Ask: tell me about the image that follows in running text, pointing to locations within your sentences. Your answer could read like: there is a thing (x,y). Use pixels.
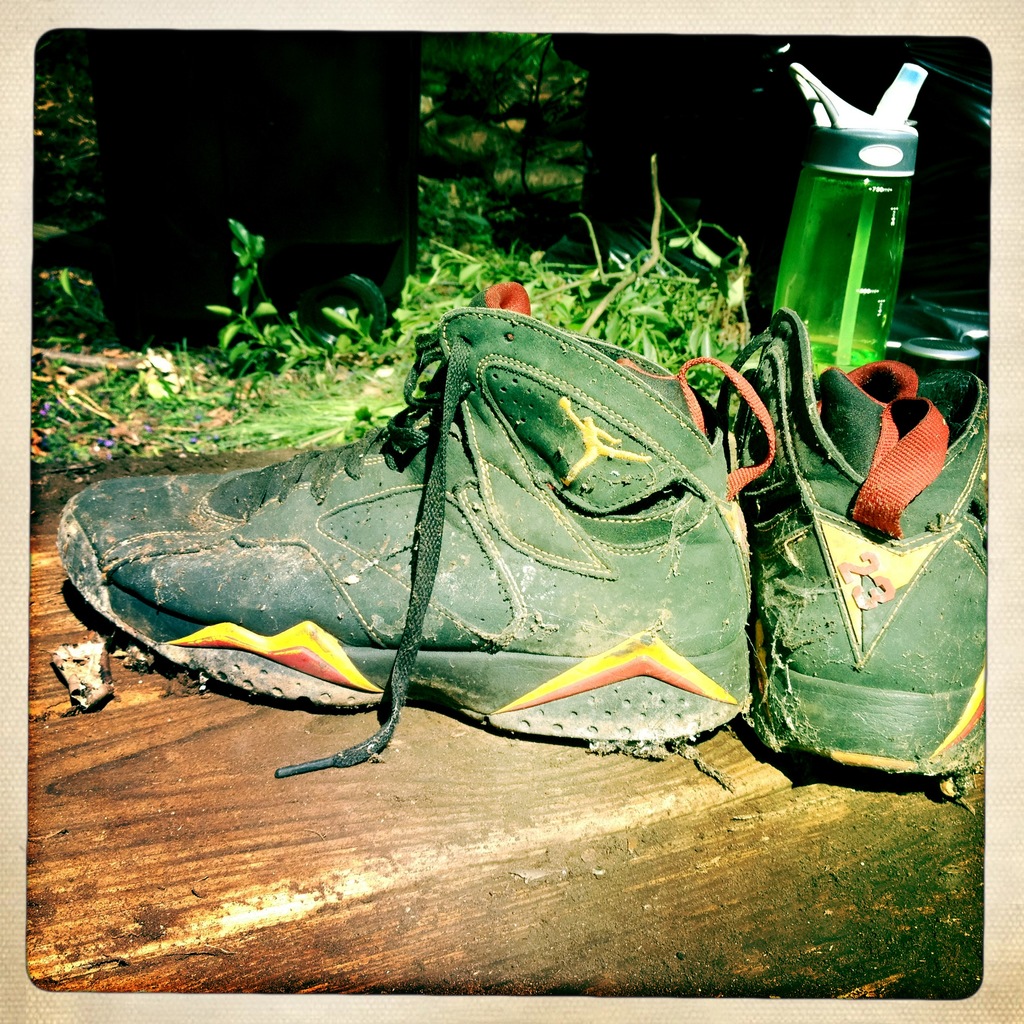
In this image, there are some shoe (887,645) which are in green color, there is a bottle (844,276) which is in green color, in the background (308,404) there are some green color plants (591,288).
